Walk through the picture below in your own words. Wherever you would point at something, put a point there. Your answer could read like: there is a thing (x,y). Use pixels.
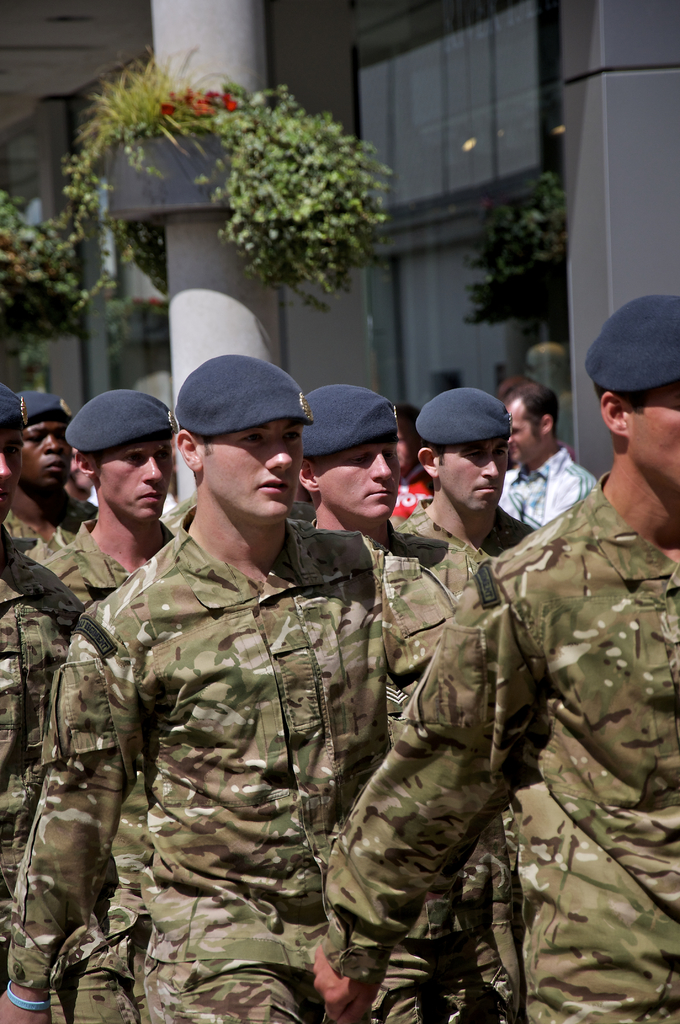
In this image we can see a group of men (392,584) standing. On the backside (515,358) we can see some pillars (353,339), plants (339,286) and a building (424,225).
